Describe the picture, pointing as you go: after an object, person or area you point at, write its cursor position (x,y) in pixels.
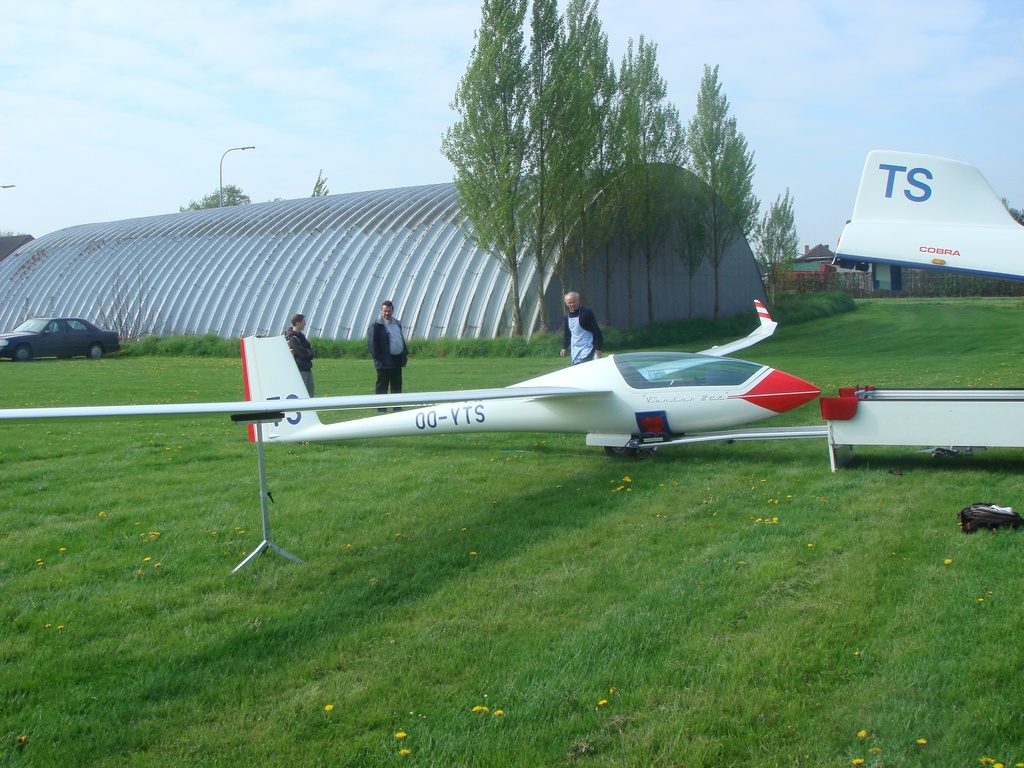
In this picture I can see three persons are standing on the grass (536,487), in the background (417,287) it looks like a shed (448,298), beside it there are trees (639,191), on the left side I can see a car (24,356). At the top (375,98) there is the sky (371,142).
